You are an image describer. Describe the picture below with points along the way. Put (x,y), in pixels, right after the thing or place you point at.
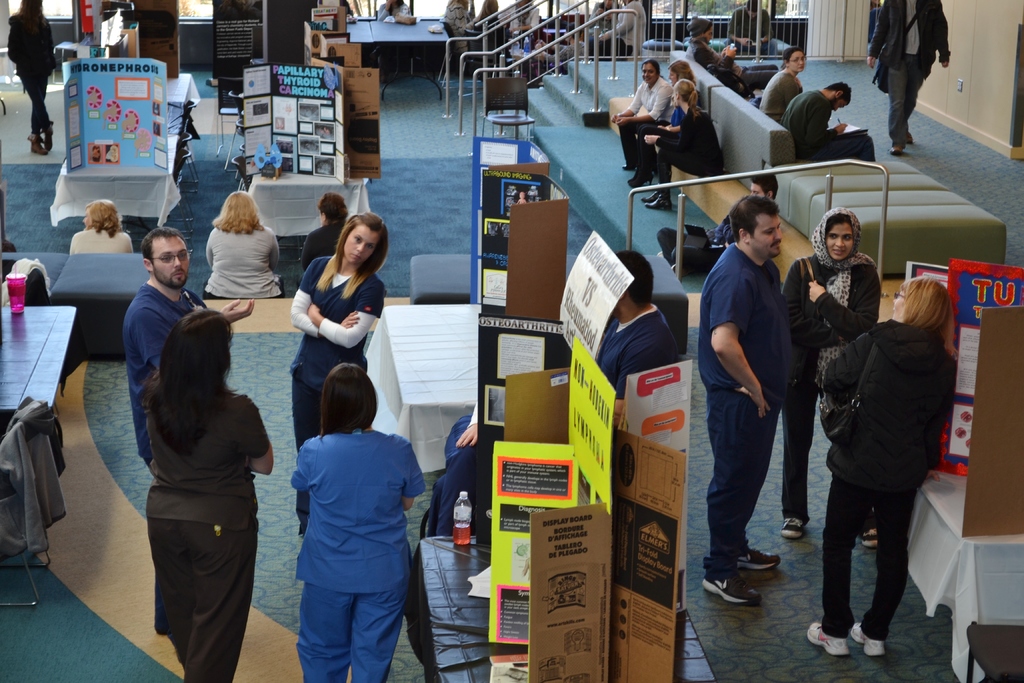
In this image we can see men (733,353) and women (786,428) are standing on the floor (775,643) and sitting on the sofa (763,120). There are posters (291,129) on the tables (455,359). In the background (637,20), we can see the stairs (537,105) and railing (626,10). And we can see the chairs (237,132).
